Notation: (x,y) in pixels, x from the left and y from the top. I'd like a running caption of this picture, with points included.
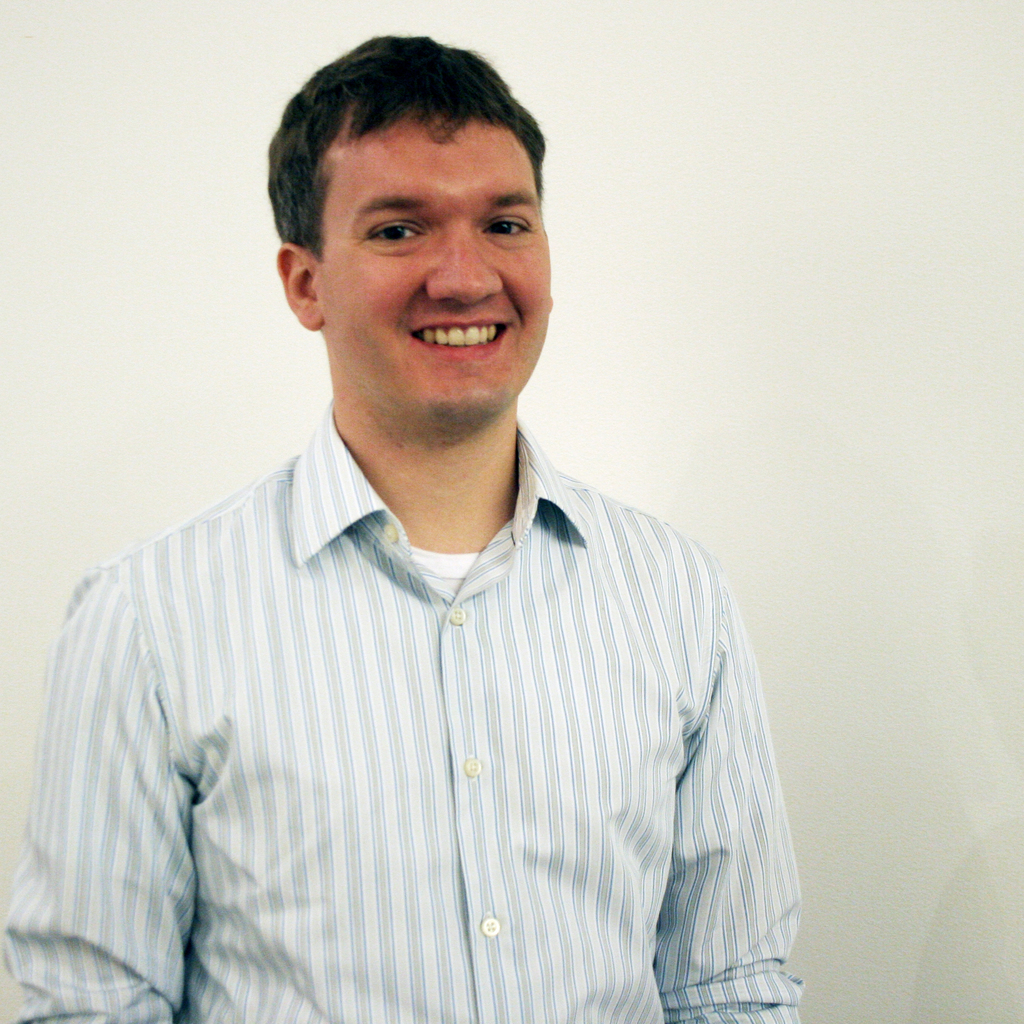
In this image there is a person (406,319) with a smile on his face (349,200).
